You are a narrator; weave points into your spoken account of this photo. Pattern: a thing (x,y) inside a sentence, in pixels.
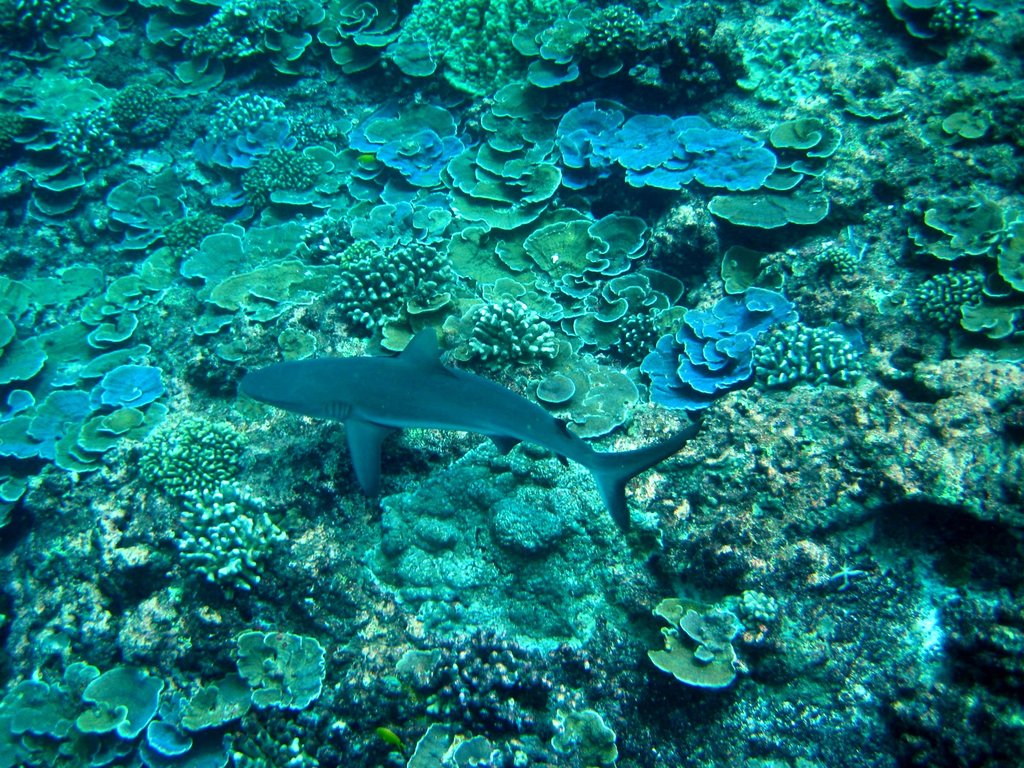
In this image we can see fish (387,413) in the water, we can also see some coral reef (866,451).
